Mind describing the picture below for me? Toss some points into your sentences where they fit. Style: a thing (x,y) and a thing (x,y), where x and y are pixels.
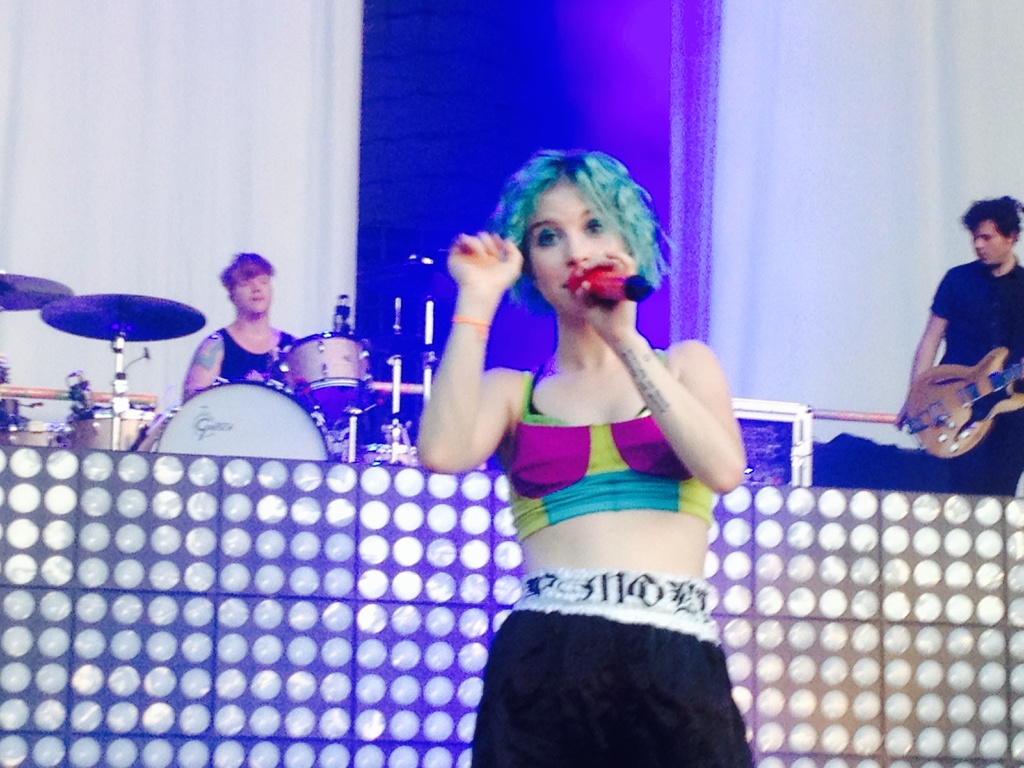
In this image, In the middle (541,506) there is a girl (541,494) standing and she is holding a microphone (614,289) which is in red color she is singing in the microphone (595,292), In the background (989,317) there are some people (956,297) standing and holding the music instruments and there is a blue color curtain (392,134) and a white color wall (249,89).
